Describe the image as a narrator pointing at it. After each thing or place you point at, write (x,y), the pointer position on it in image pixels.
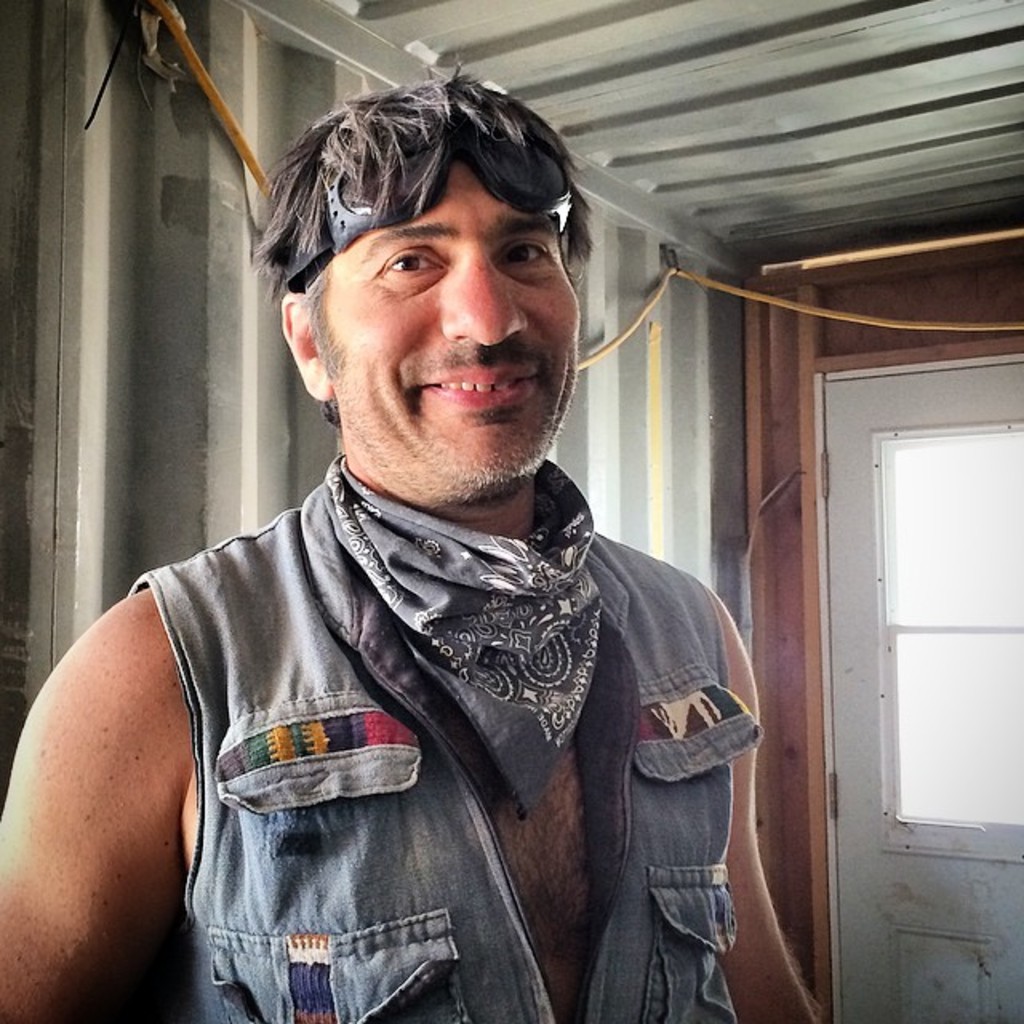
In this image we can see a person (395,452), there are some pillars (294,383) and a rope (223,104), on the right side of the image (905,560) we can see a window (887,559).
